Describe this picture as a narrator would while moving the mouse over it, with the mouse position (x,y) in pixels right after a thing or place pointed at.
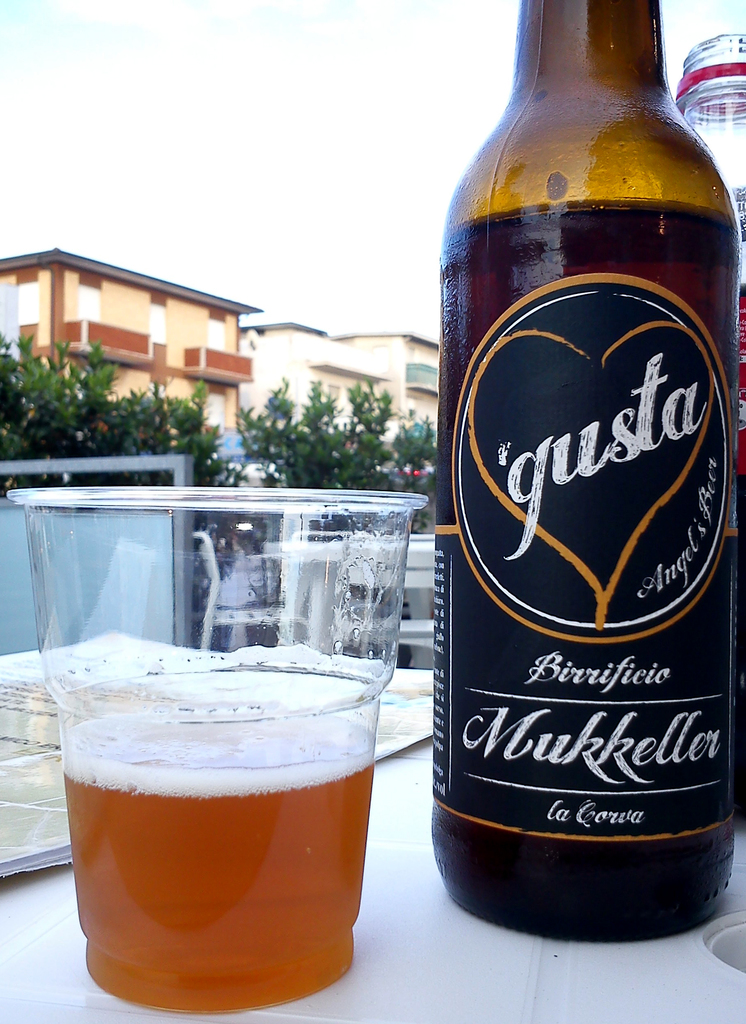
In this picture we can see bottle (686,438) with drink (578,208) in it and aside to this glass (276,589) this are placed on some table (412,830) and in background (372,365) we can see building (203,344), tree (287,403), sky (283,275).
